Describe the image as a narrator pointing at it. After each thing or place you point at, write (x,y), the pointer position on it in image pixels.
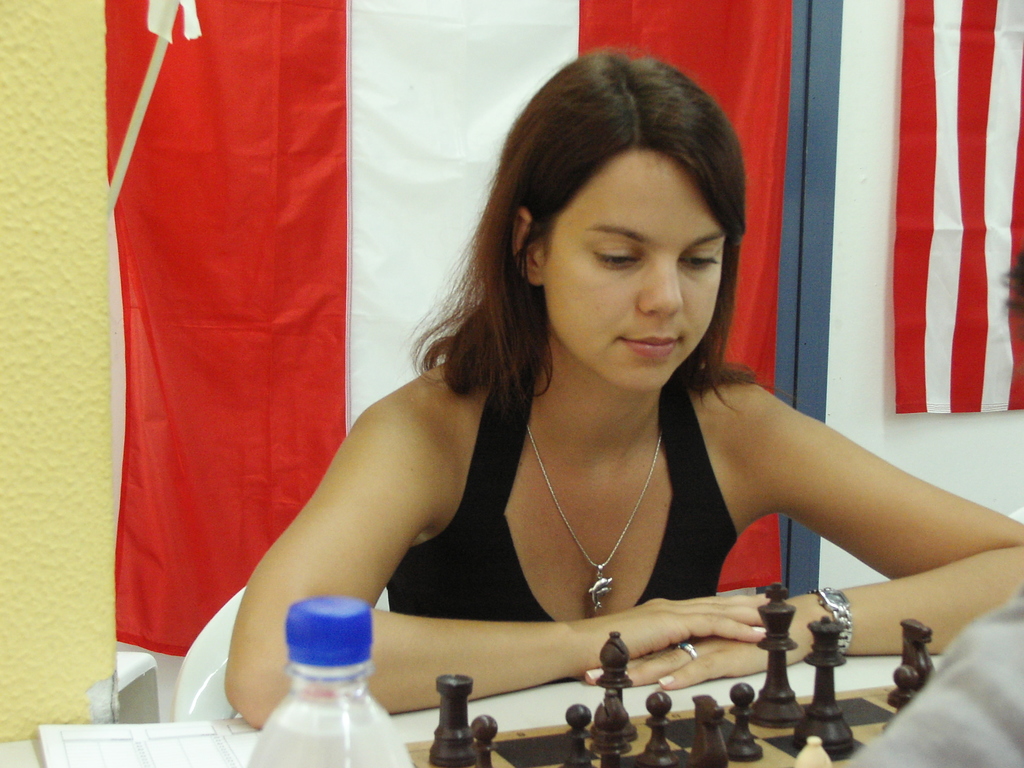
In this image there is a woman (530,316) with black dress (504,569) sitting behind the table (515,702). There is a bottle (318,735) and chessboard (514,750) on the table (877,678). At the back (230,277) there is a flag (363,167).
